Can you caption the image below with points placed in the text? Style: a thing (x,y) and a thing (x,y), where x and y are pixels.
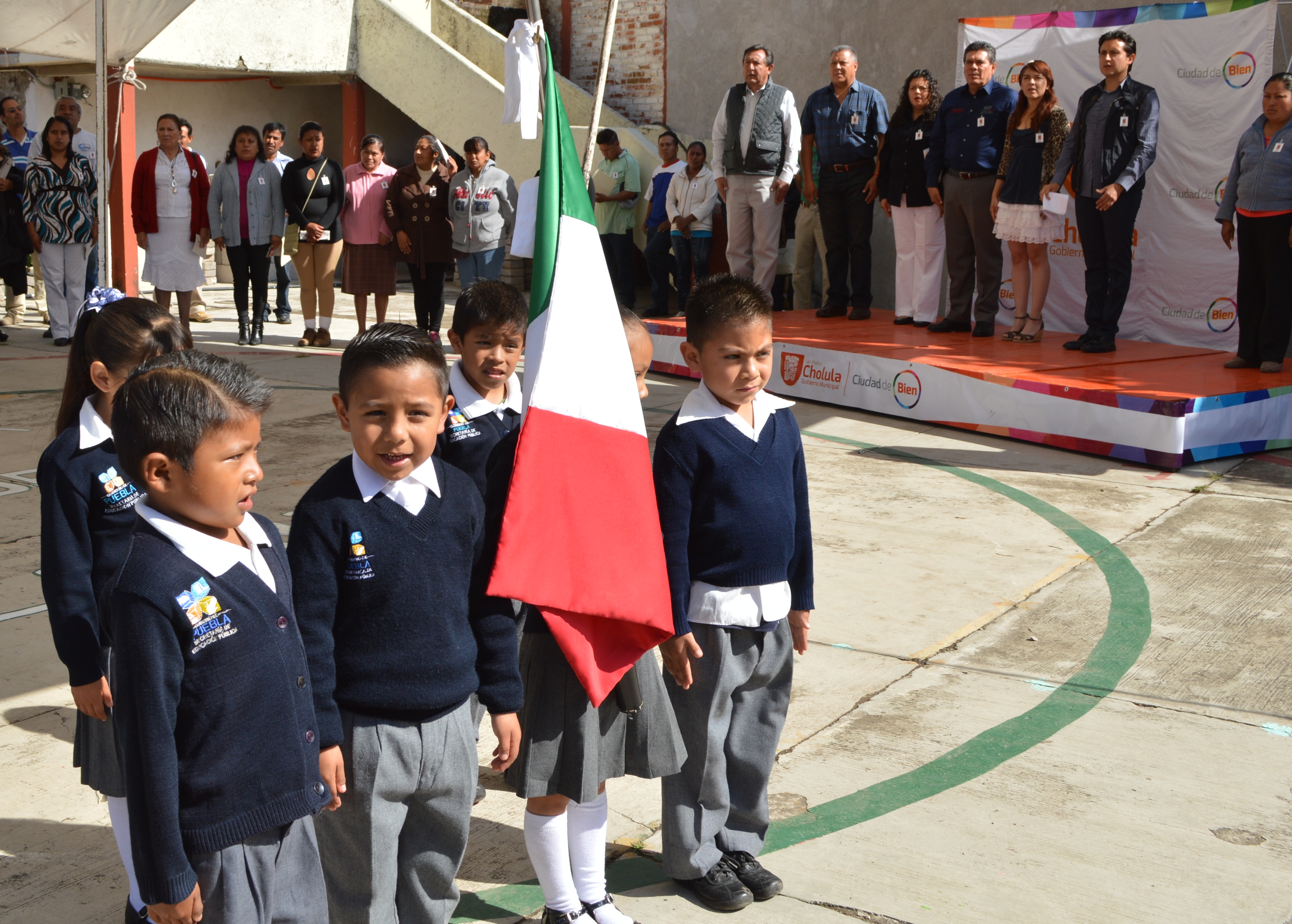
In this image I can see few children (328,586) wearing blue, white and grey colored dress (315,710) are standing and holding a flag (584,483) which is green, white and red in color. In the background (886,354) I can see the stage (945,368), few persons (930,232) standing on the stage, a banner (1166,59), few persons (244,182) standing below the stage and the building (384,50).
